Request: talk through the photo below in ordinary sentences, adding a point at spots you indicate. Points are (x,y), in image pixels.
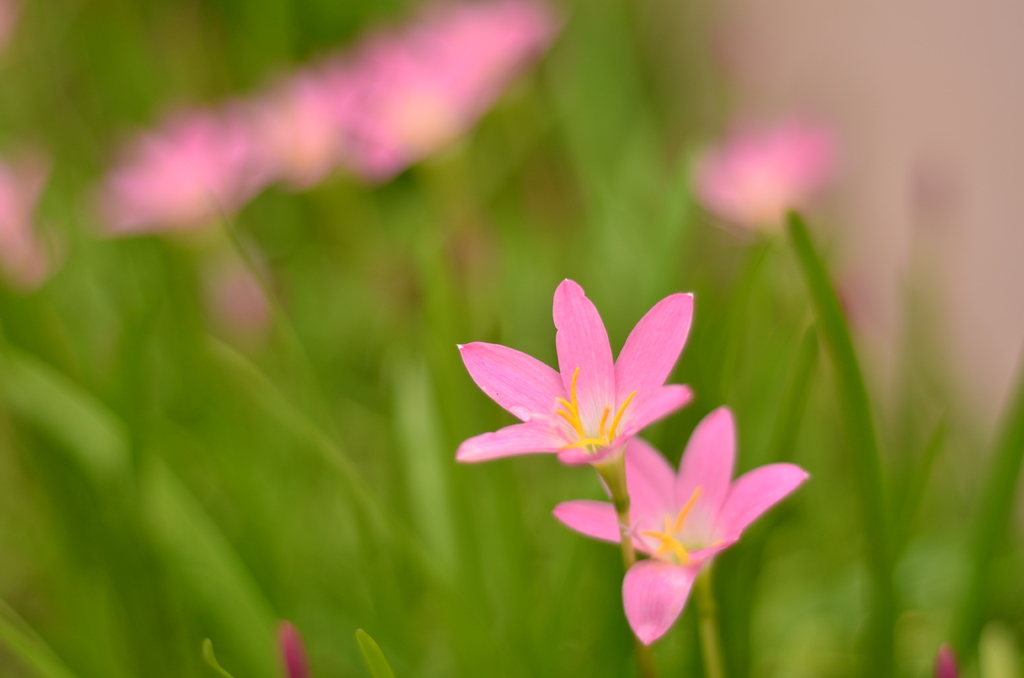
In this picture we observe beautiful pink flowers (545,421) to the plants (396,364).
